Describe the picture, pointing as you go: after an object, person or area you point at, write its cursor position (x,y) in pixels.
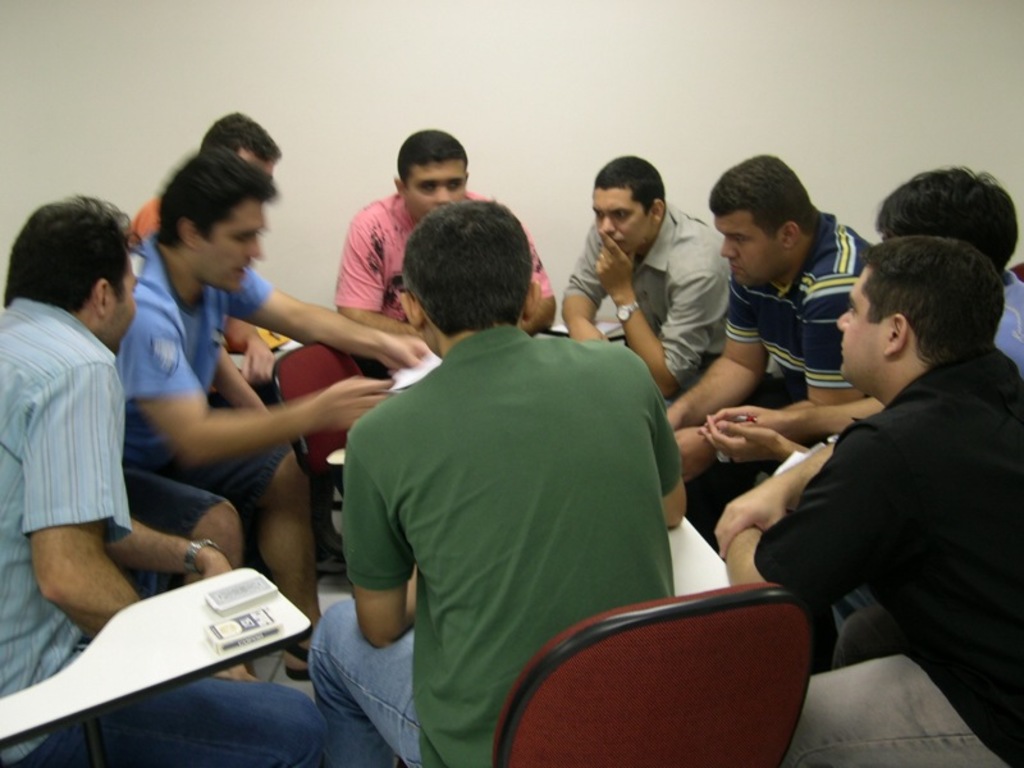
This picture is clicked inside the room (498,627). There are nine men (436,264) sitting on the chair (774,704) and discussing something. Behind them, we see a white wall (693,104).
